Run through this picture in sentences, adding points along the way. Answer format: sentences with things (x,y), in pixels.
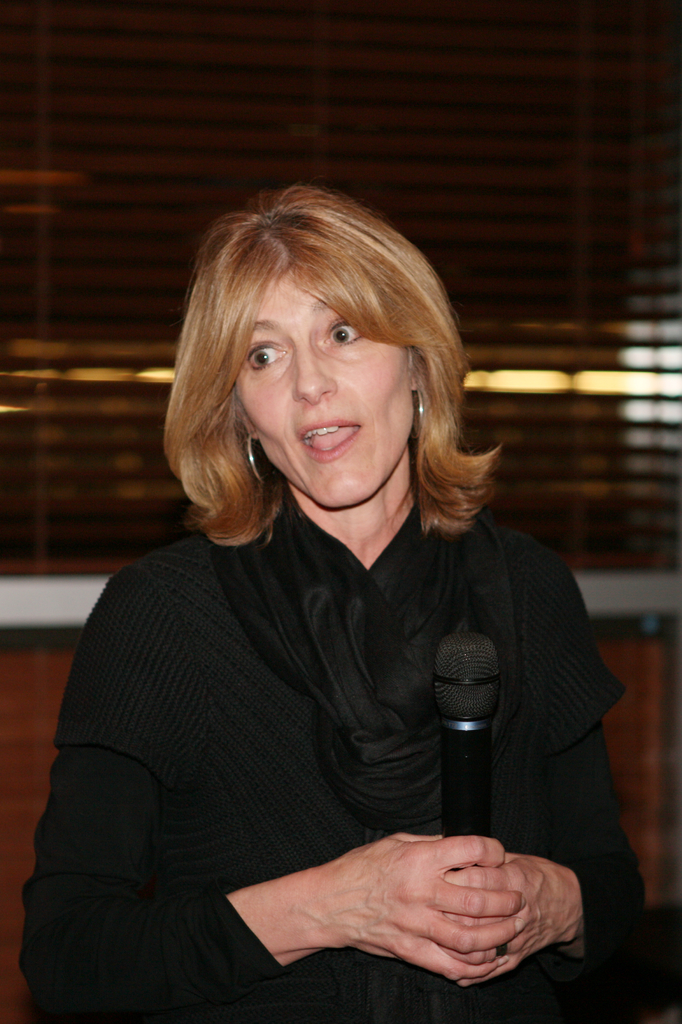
In this image there is a woman (294,654) with black dress (190,981), she is holding a microphone (479,764).
